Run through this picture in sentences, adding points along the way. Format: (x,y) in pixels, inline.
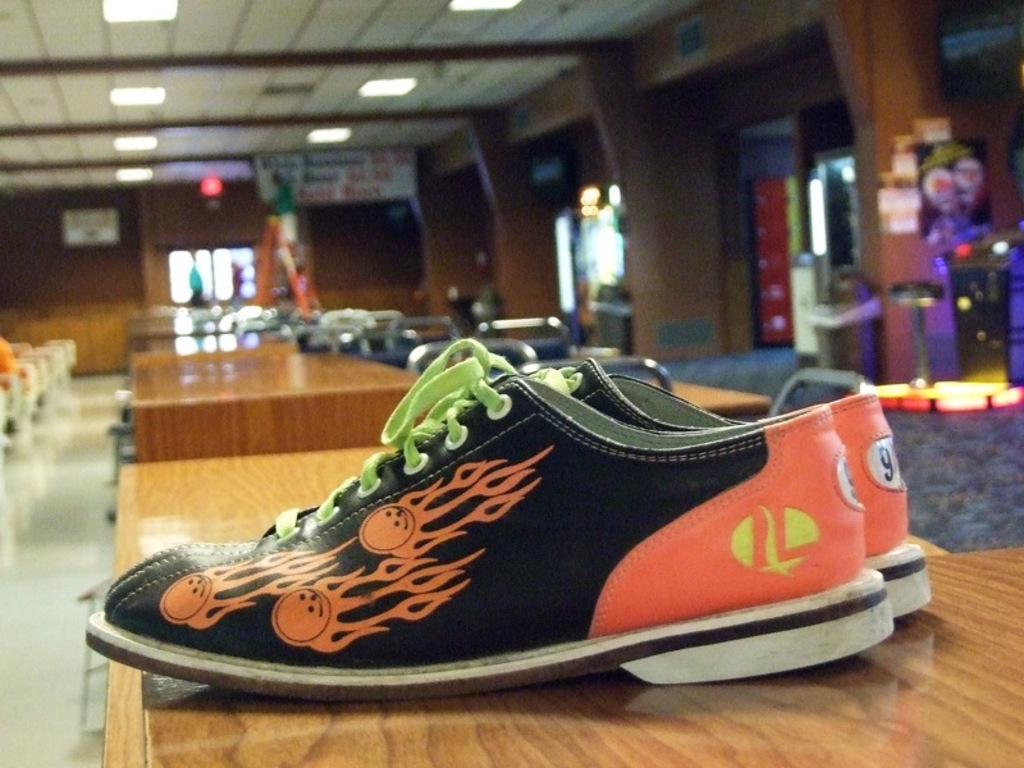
In this image, we can see a table (563,754) contains pair of shoes (406,533). There is an object (933,388) on the right side of the image (962,406). There are lights (149,8) at the top of the image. There is an another table (348,371) in the middle of the image (353,415). In the background (418,318), image is blurred.
